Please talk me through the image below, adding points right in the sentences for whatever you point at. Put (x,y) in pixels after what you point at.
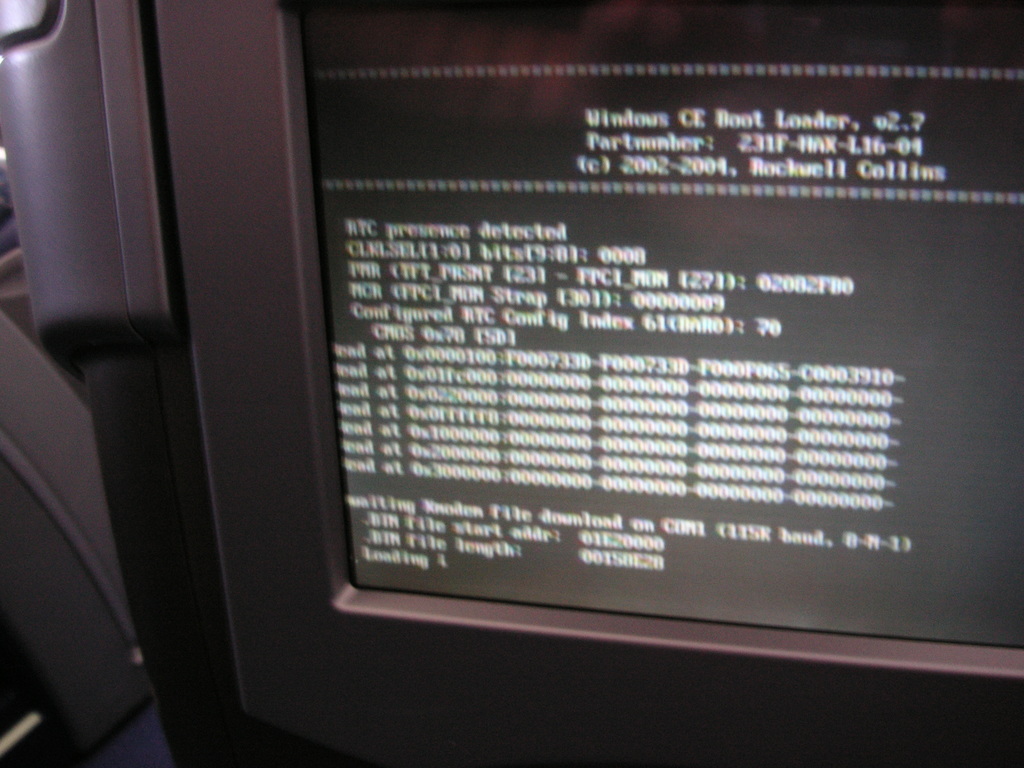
In the foreground of this image (515,215), there is a monitor (345,356) and few text (414,295) and binary digits (605,417) are displayed on the monitor (499,435).
